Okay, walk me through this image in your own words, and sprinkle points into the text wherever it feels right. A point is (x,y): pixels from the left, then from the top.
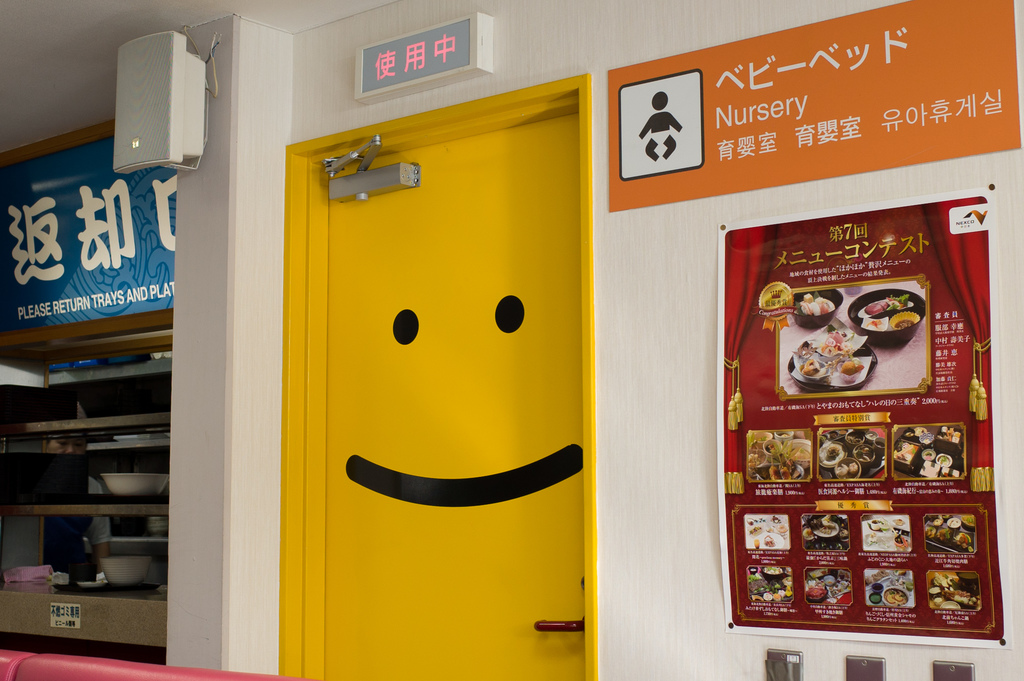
In this image in the center (439,426) there is a door (367,481) which is yellow in colour. On the right side (880,415) there are posters (878,347) on the wall (697,424) with some text (817,250) and images (859,459) on it. On the left side (162,357) there is the shelf (154,365) and in the shelf (101,511) there is a bowl (115,488). On the top (141,127) there is an object (181,133) hanging on the wall (246,74) which is white in colour and on the top left side (95,218) there is a board (82,272) with some text (101,221) written on it which is blue in colour. In the front (33,668) there is an object (57,668) which is red in colour.
